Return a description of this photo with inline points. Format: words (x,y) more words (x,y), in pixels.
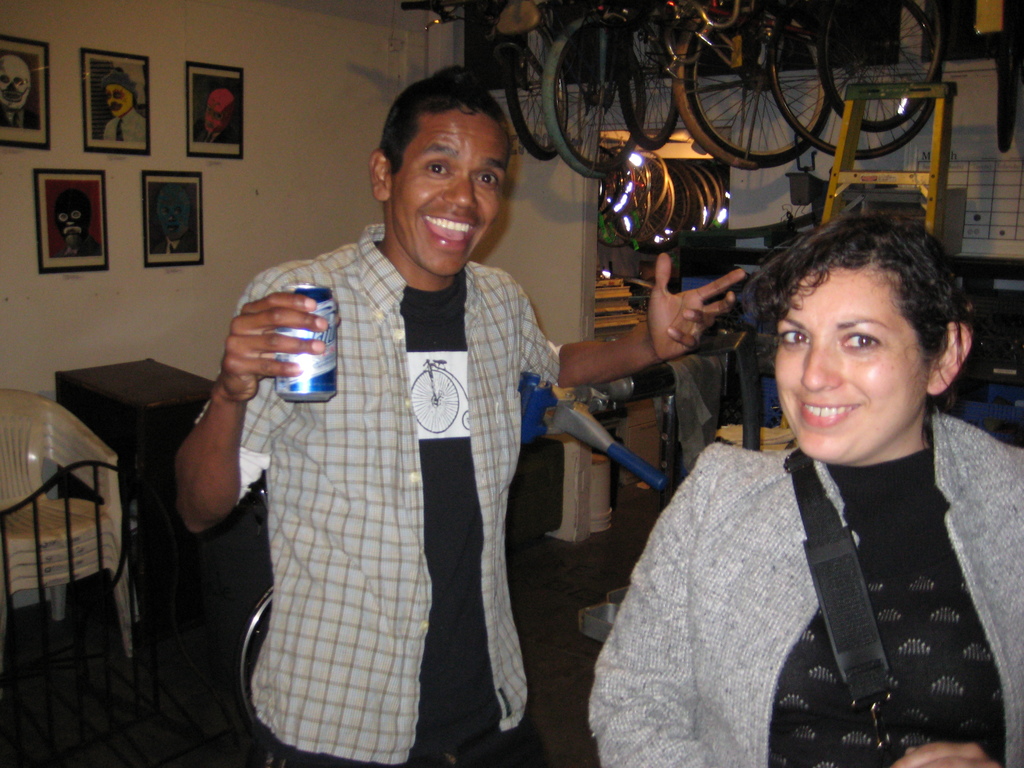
There is a man (510,424) holding a can (331,343). Also there is a lady (869,444). On the left side (250,248) there is a wall (185,136) with photo frames (14,113). Near to that there are chairs (22,537) and a box (143,425). In the back (529,83) there are cycles (641,61) hanged. Also there is a ladder (843,168). And there is a wall (742,180). And there are many items (688,365) in the background (734,321).
